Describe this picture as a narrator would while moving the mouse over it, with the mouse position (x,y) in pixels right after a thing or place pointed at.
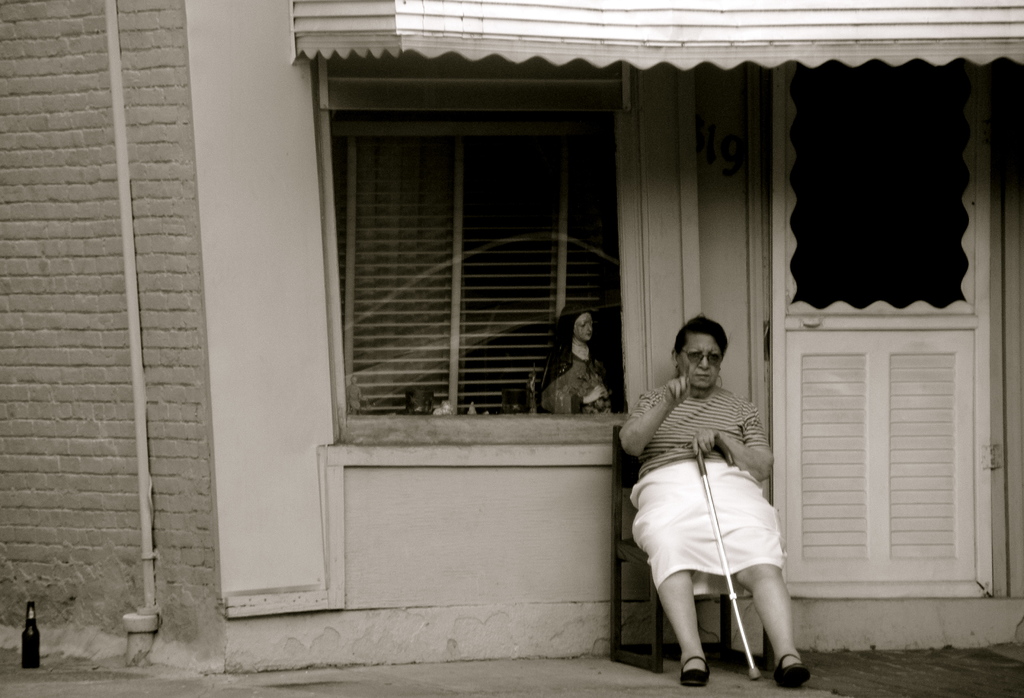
In this image I can see the person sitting in the chair (620,528) and the person (674,521) is holding the stick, background (669,294) I can see the building (319,277) and I can also see the window (453,314) and the image is in black and white.
